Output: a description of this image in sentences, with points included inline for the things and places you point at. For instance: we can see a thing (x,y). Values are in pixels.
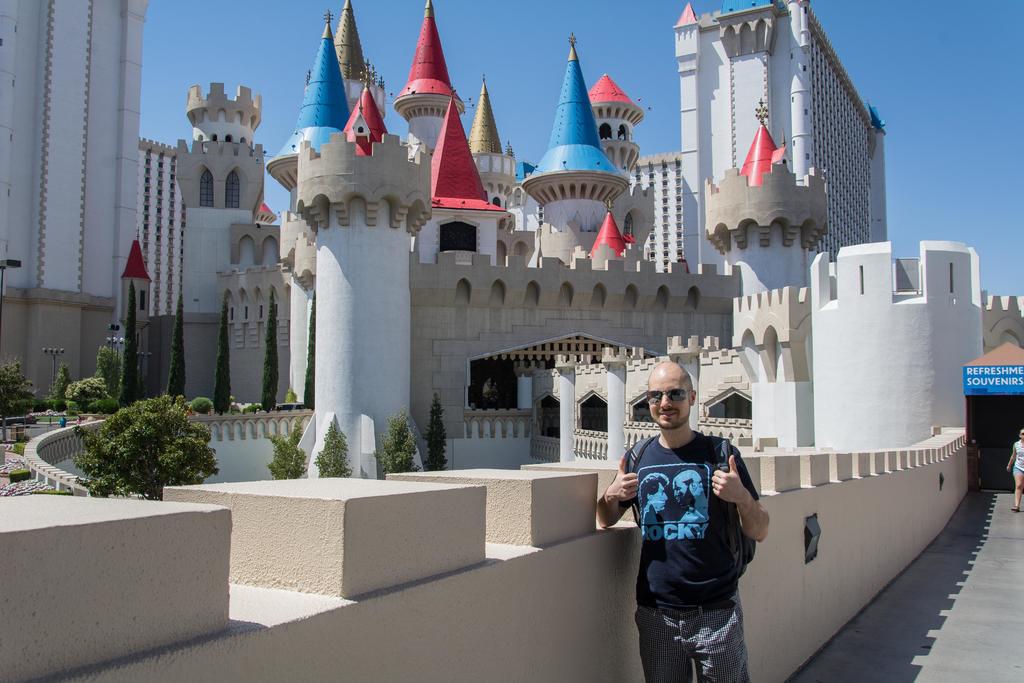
In the center of the image (660,411) there is a person (618,491) standing on the floor (857,661). On the right side of the image (1019,441) we can see a woman (1019,484) on the road (994,543). In the background (430,335) we can see castle (5,237), trees (382,442) and sky (938,86).
